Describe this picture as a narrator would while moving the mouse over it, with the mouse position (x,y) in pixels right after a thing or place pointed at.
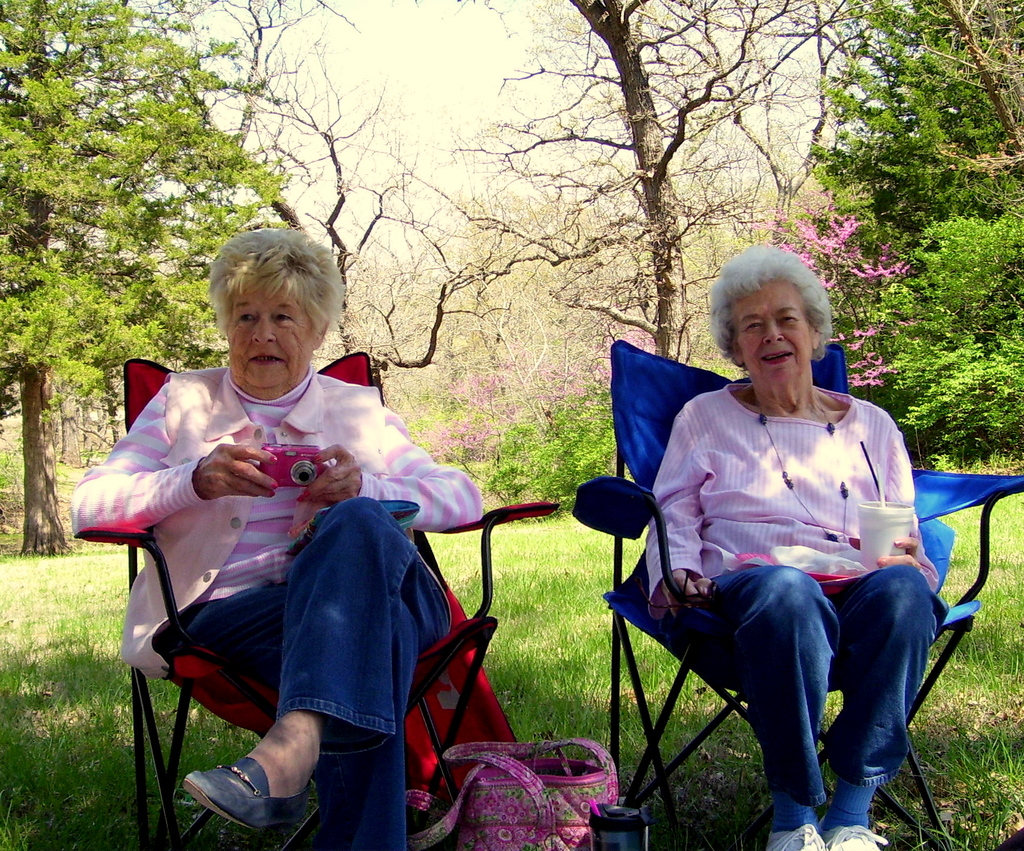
In this picture we can see two women (185,447) sitting on chair (613,530) where one is holding camera (264,473) in her hand (266,492) and other is holding glass (865,542) straw (882,497) in it and in between them we have bag (567,821), bottle (601,839) and in background (82,177) we can see trees (414,214).
